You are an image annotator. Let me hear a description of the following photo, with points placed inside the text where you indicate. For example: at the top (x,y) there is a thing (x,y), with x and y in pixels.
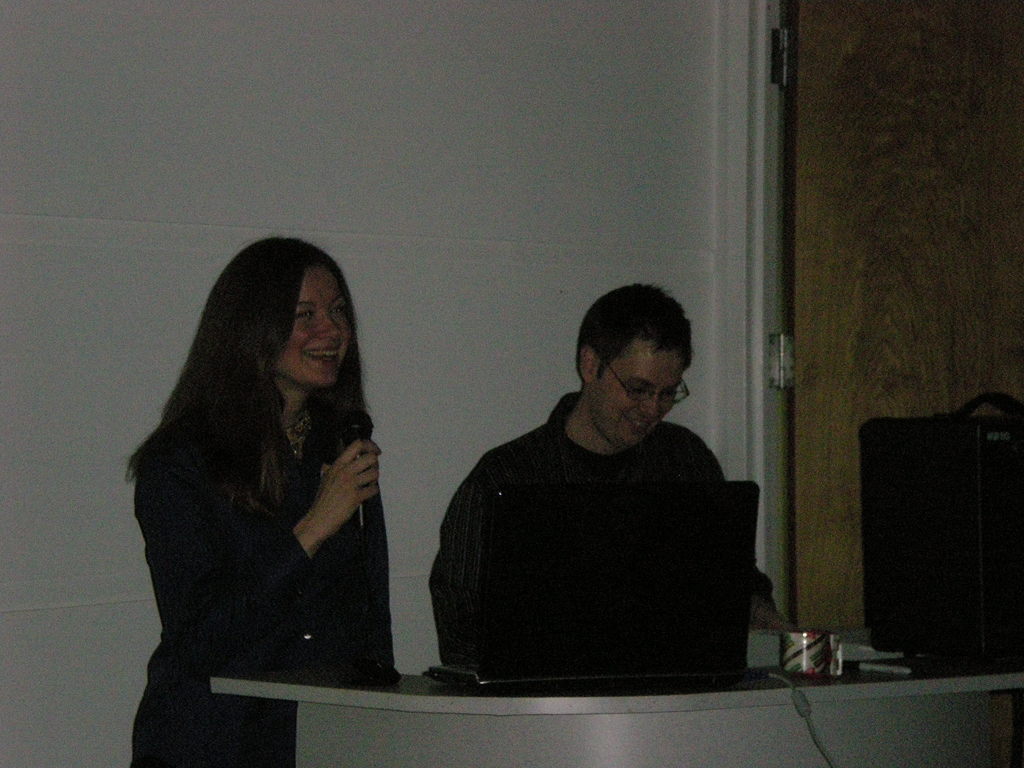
In this image I can see a woman (382,602) is standing and smiling also holding the microphone (362,519). Beside her there is another person (662,448) is smiling, this person (671,473) wore spectacles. Behind them there is the wall (314,184).
